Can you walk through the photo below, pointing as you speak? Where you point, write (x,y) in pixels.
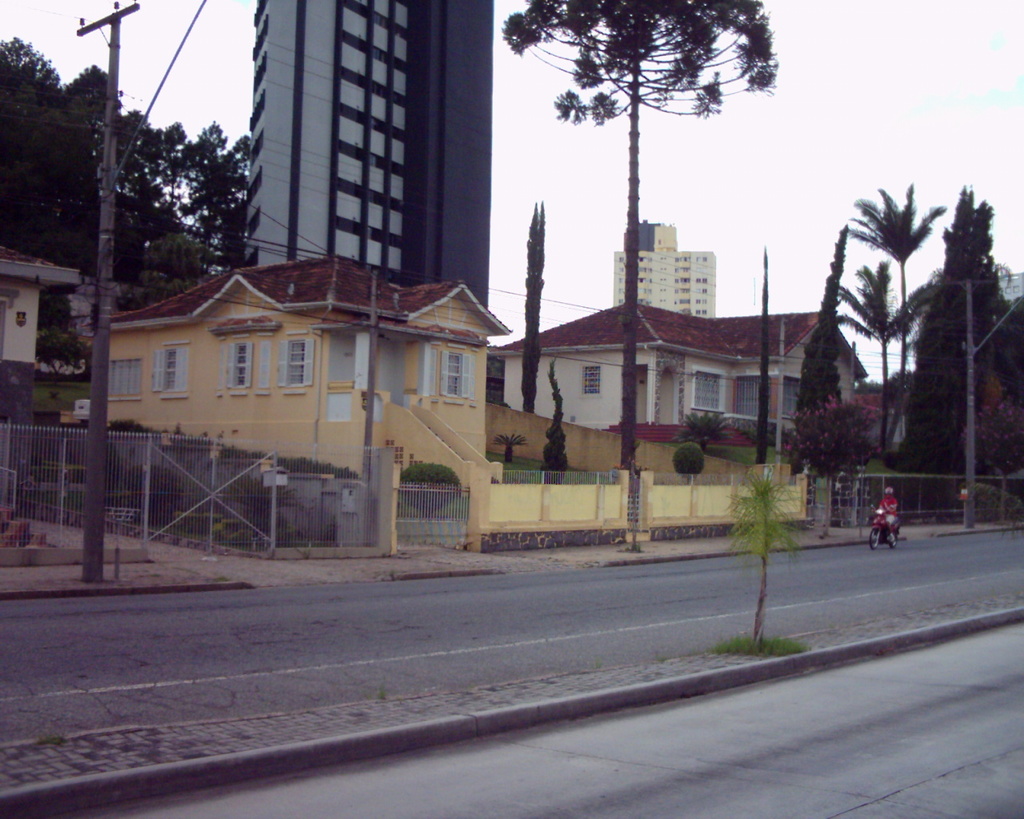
In this image I can see the person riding the vehicle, background (304,373) I can see few buildings (309,359) in cream, gray and white color and I can also see few trees (190,193) in green color. Background (134,61) I can see an electric pole (116,61) and the sky (207,78) is in white color.
